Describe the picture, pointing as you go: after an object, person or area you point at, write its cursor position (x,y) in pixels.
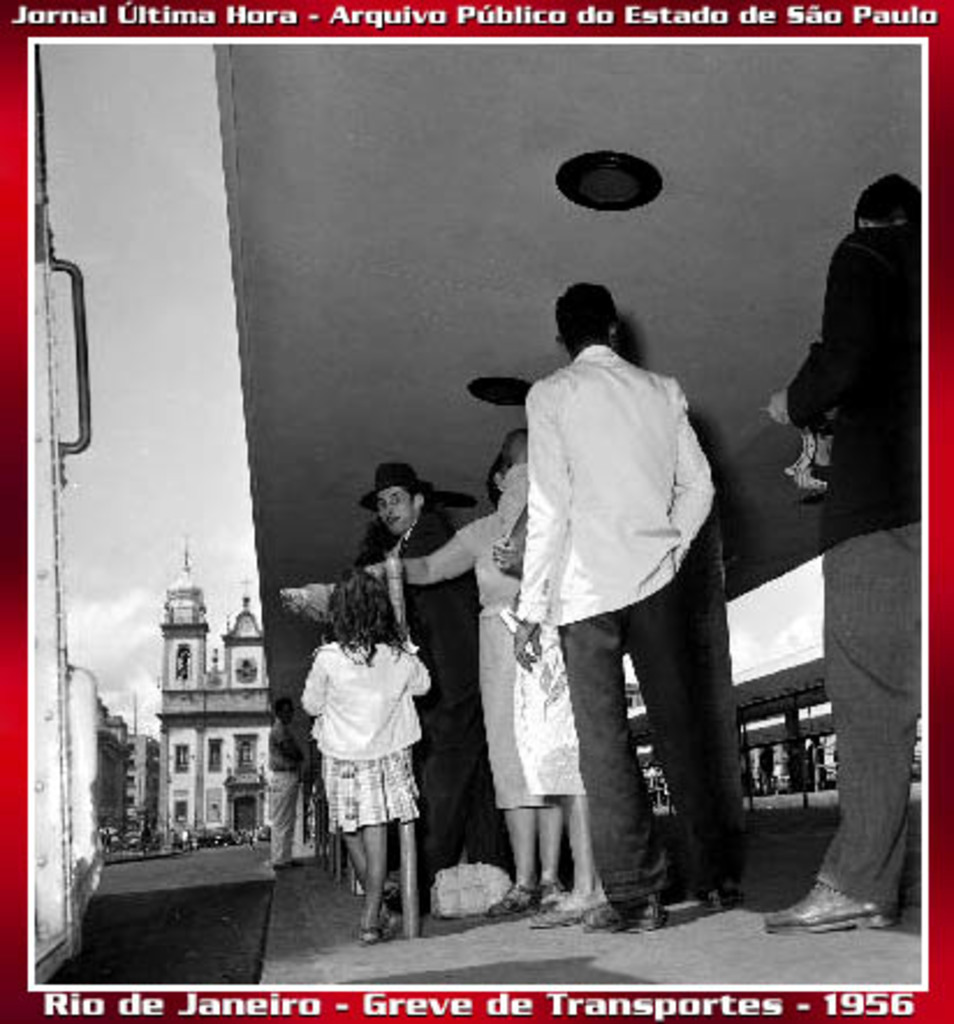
In this picture there is a poster (735,701). In the center (462,612) I can see many people (731,677) who are standing near to the shed (265,608). In the background (219,844) I can see the cars (231,839) on the road (251,846). Behind that I can see the buildings (156,778). On the left (125,275) I can see the sky (125,403) and clouds (98,636). At the top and bottom I can see the watermarks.
